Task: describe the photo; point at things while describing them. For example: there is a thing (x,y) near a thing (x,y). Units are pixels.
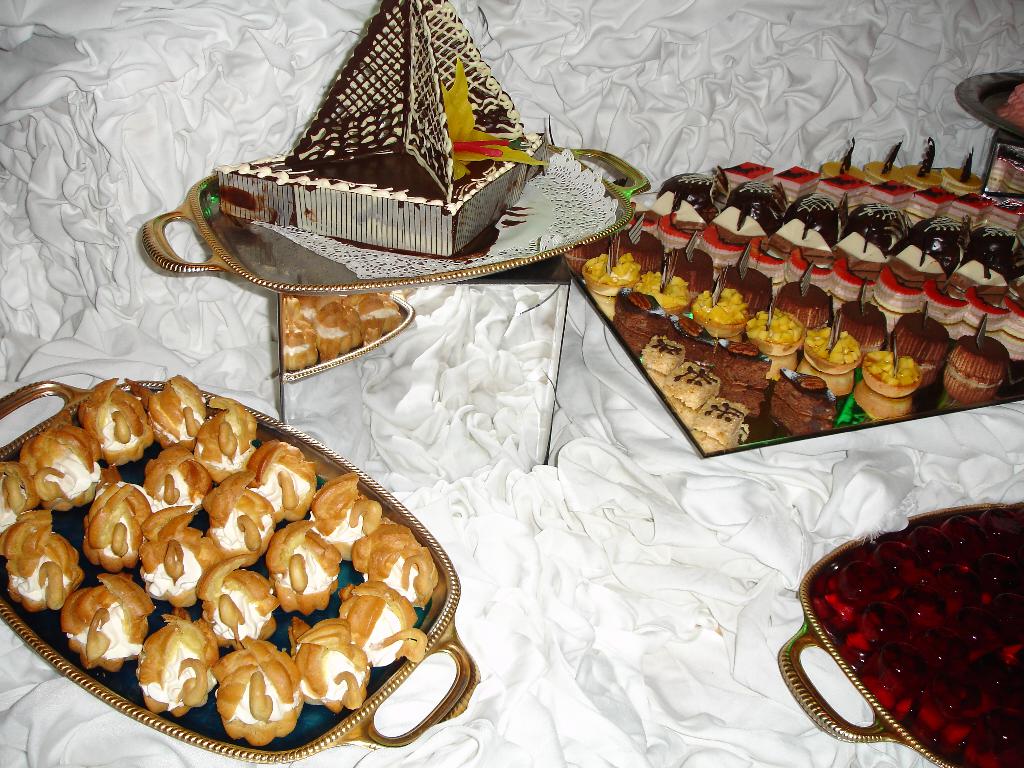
In this image I can see many trays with food (636,334). These trays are on the white color cloth (533,637). I can see these food items (496,205) are very colorful.
